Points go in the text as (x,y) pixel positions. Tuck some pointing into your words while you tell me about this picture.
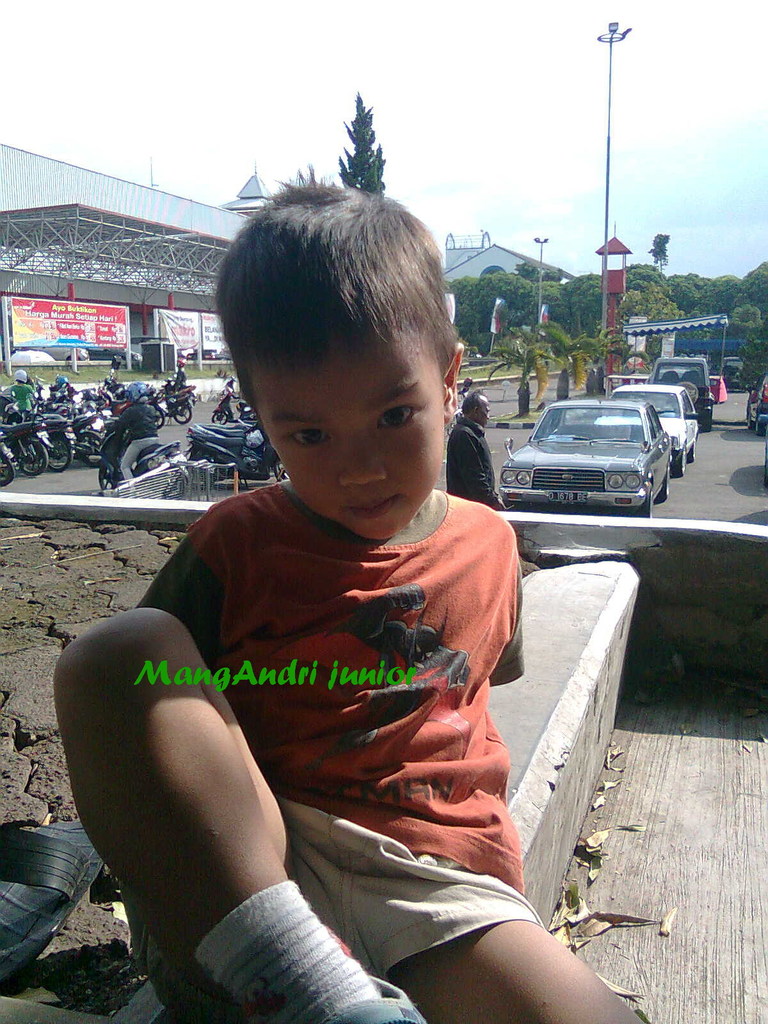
In the image there is boy (338,491) in orange t-shirt (429,583) and shorts (395,928) sitting on a wall (581,632), behind him there are many cars (539,482) and bikes (224,448) on the road (760,435) with a person (453,468) walking on it and over the back (549,345) there are buildings (173,290) with trees (677,311) in front of it along with electric poles (615,30) and above its sky (433,77) with clouds (531,100).
